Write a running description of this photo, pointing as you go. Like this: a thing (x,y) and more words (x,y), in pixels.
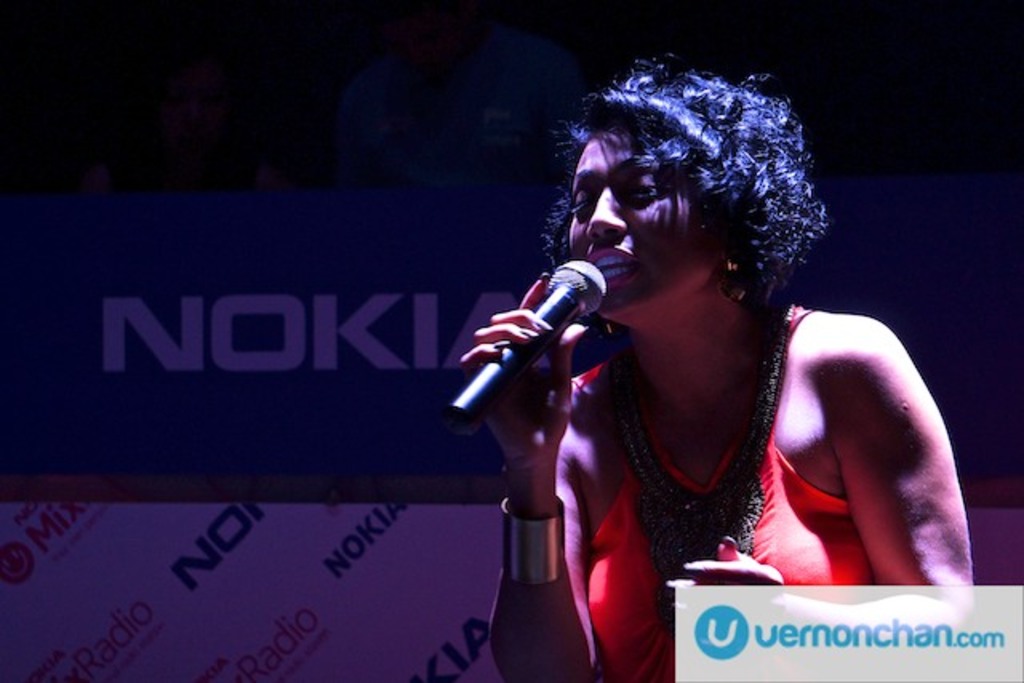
There is a woman (707,301) holding microphone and talking in it. Behind the woman (658,333) there is a poster (291,606) showing NOKIA logo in it.
